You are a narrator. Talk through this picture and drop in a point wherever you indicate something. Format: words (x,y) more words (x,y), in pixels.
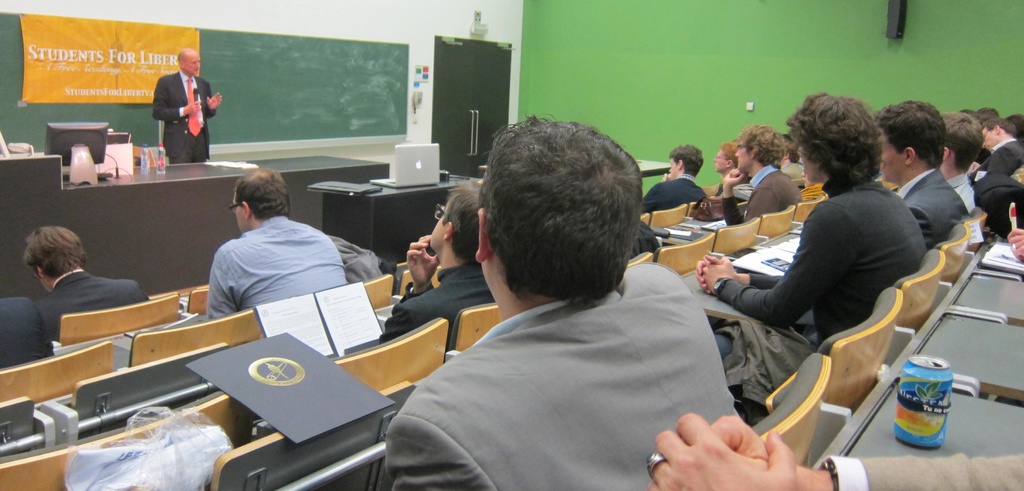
In this image we can see a few persons (709,419) sitting on the chairs (311,439), in front of them, we can see a person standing and holding a mic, there are some books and a tin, also we can see the tables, on the tables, there are bottles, laptop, monitor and some other objects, in the background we can see a poster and a board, also we can see the wall (761,31).
